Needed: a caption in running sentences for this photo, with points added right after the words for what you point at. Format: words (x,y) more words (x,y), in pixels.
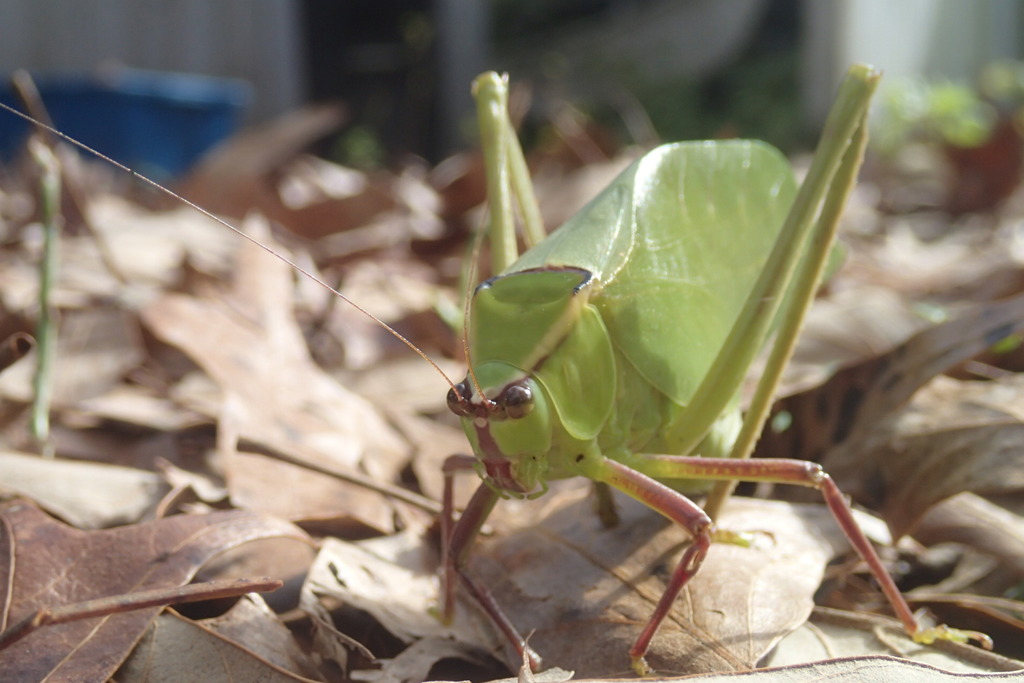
In this image we can see one insect (671,268) on the dried leaves (933,407), one dustbin (118,131), one wall (166,31), some dry leaves (980,157), some small plants (364,156) and some objects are on the surface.
